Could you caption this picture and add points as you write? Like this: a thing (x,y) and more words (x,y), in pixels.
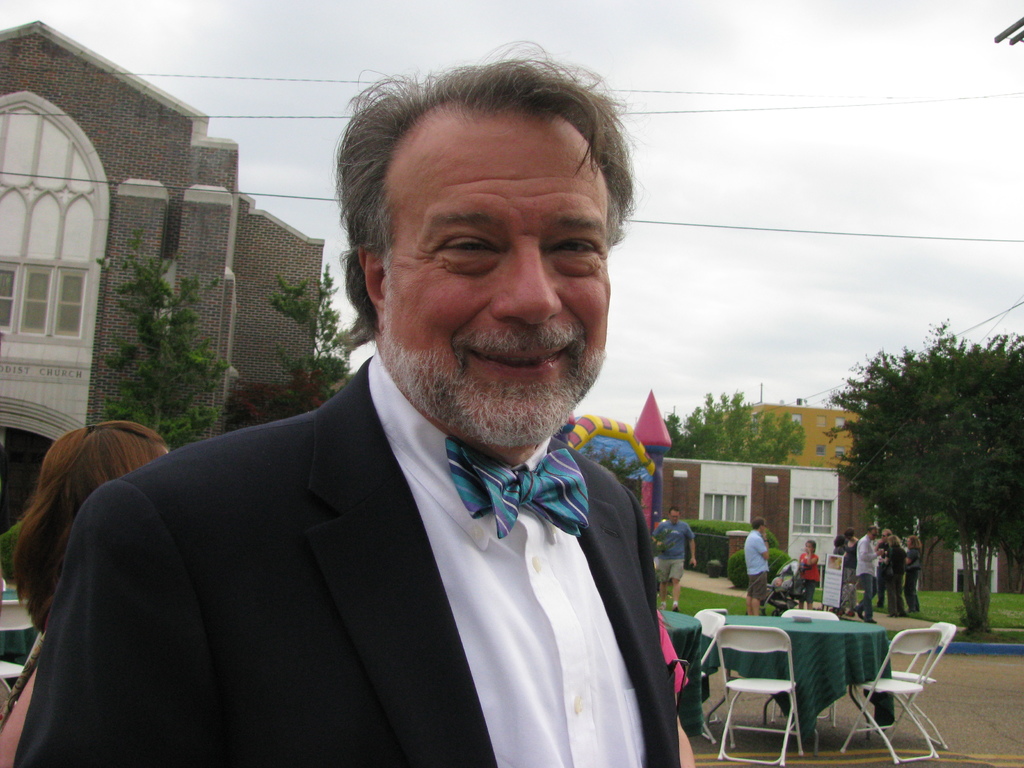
There are people (900,587) standing under the tree (910,534), one person (679,582) is walking and one table (757,675) is there with number of chairs (768,689). one building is behind them, one person (166,507) is smiling he is wearing a suit (380,689) and a bow tie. The sky (684,287) is cloudy. We can see the trees (160,427) behind them.
